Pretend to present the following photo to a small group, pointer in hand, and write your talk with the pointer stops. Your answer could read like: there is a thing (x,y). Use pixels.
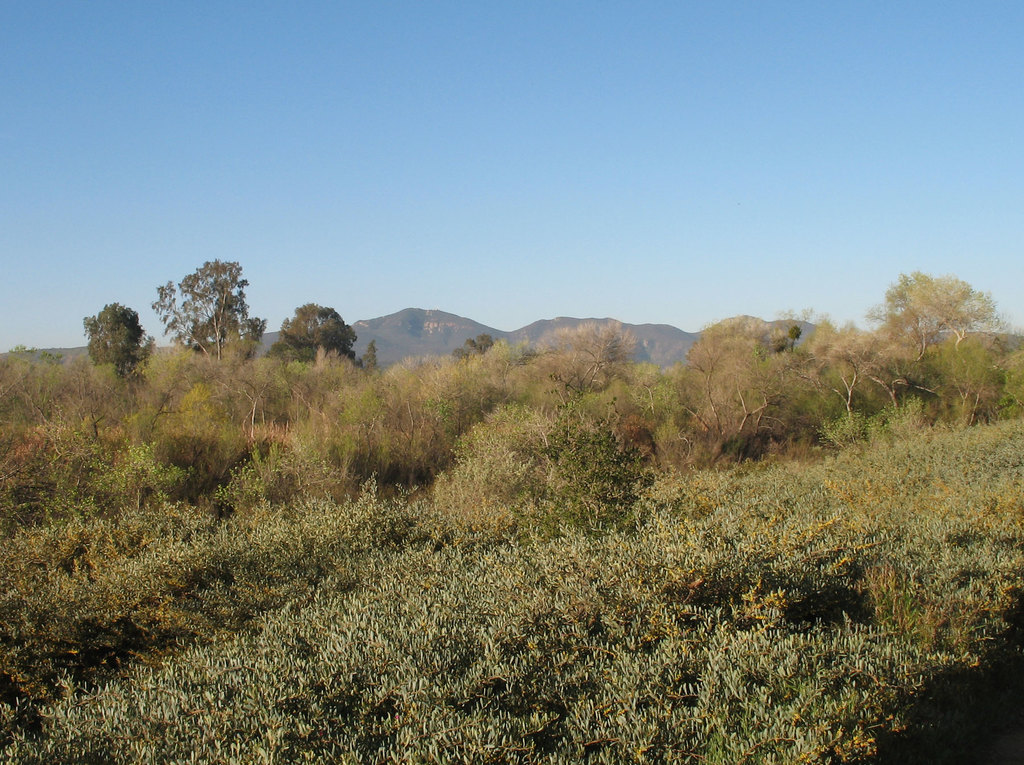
In this picture we can see some plants (647,623) in the front (520,658), in the background (176,317) there are some trees (482,341) and a hill (436,318), we can see the sky (474,144) at the top of the picture (495,125).
